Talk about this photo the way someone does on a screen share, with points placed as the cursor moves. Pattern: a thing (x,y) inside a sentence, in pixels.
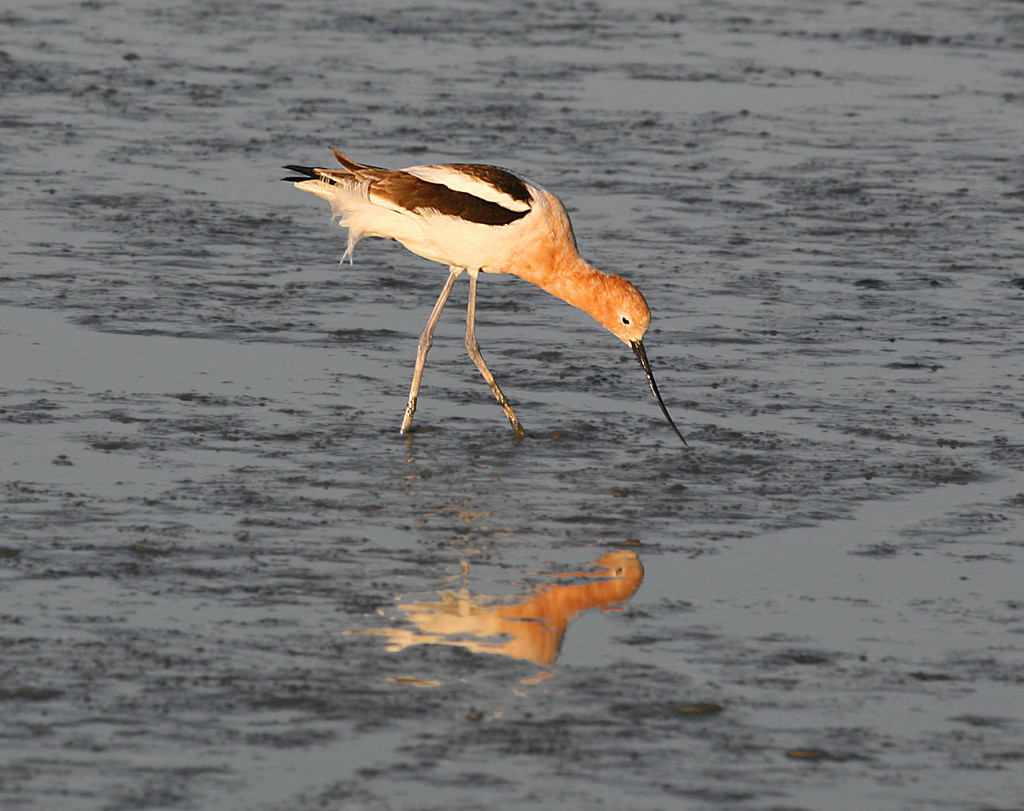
In this image I can see the lake (677,219), on the lake (662,204) I can see a bird (496,251).
